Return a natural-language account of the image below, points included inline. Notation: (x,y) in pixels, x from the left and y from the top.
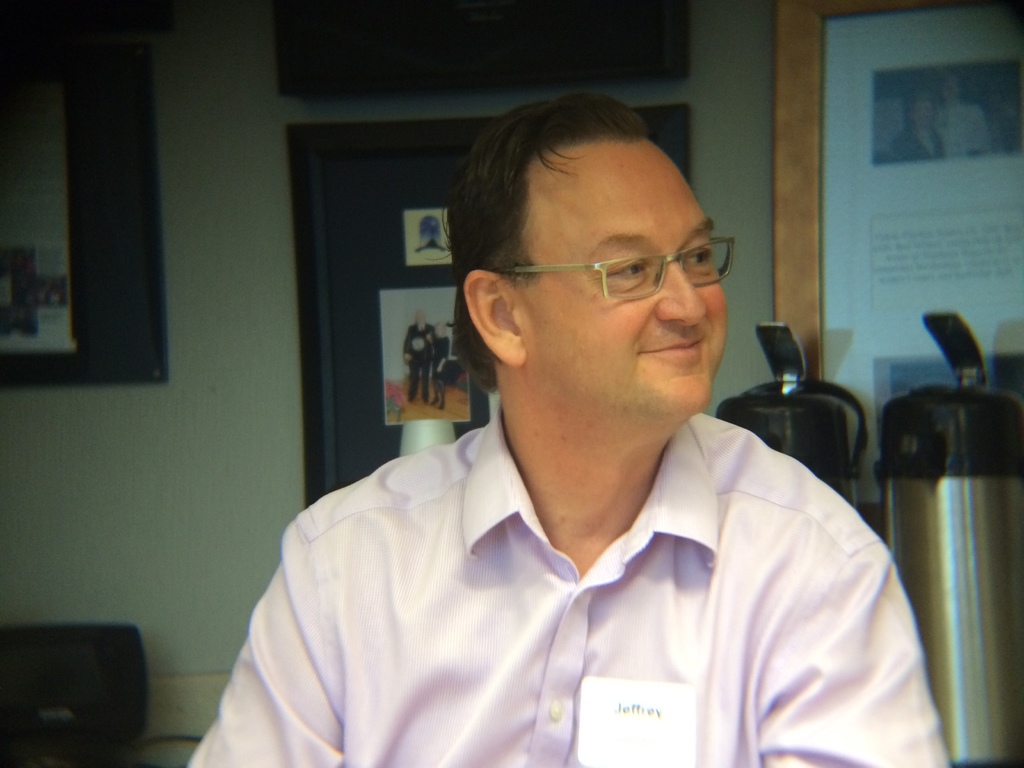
Here I can see a man (396,593) wearing a shirt (442,587) and smiling by looking at the right side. On the right side (858,286) there is a board (863,167) on which I can see some text (932,273) and there are few metal objects (902,526). In the background (147,215) there are few frames (359,232) attached to the wall (220,418). In the bottom left (110,715) hand-corner there is an object (82,730).
